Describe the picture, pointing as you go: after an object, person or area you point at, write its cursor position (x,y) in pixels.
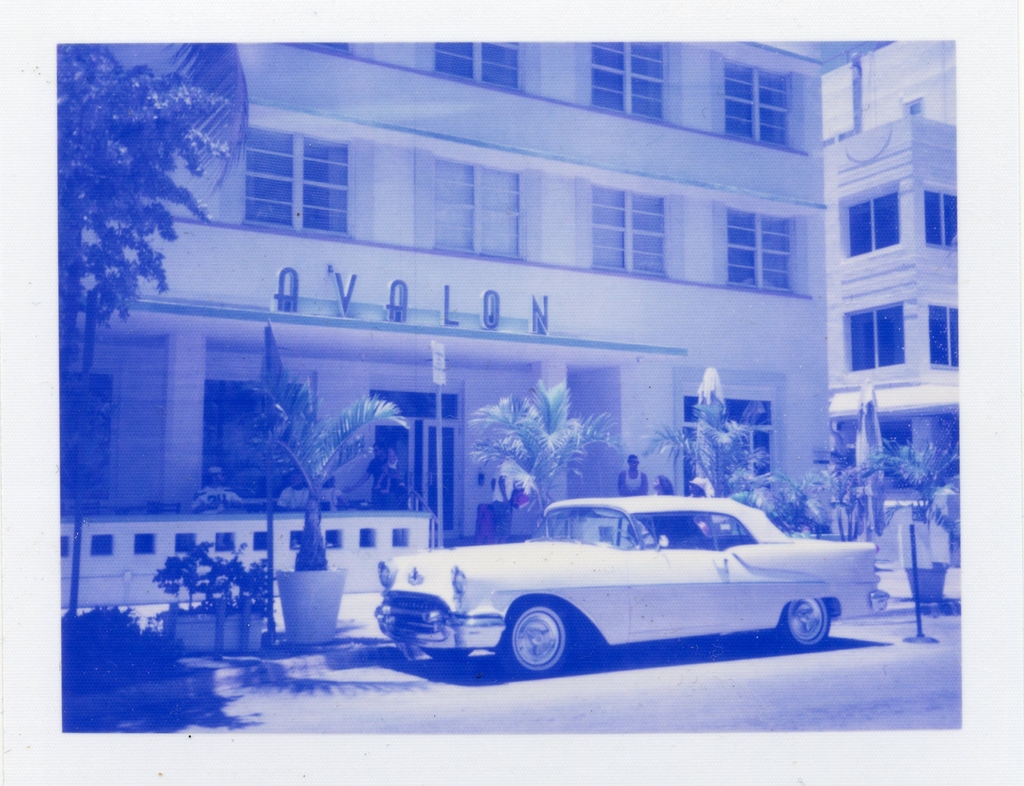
These are the buildings (770,308) with the windows (930,195) and doors (422,452). This looks like a name board (339,315). This is a car (629,585), which is parked. I can see the flower pots (323,593) with the plants (305,528) in it. On the left side of the image (143,234), that looks like a tree (141,146). I think these are the small plants (157,647).
